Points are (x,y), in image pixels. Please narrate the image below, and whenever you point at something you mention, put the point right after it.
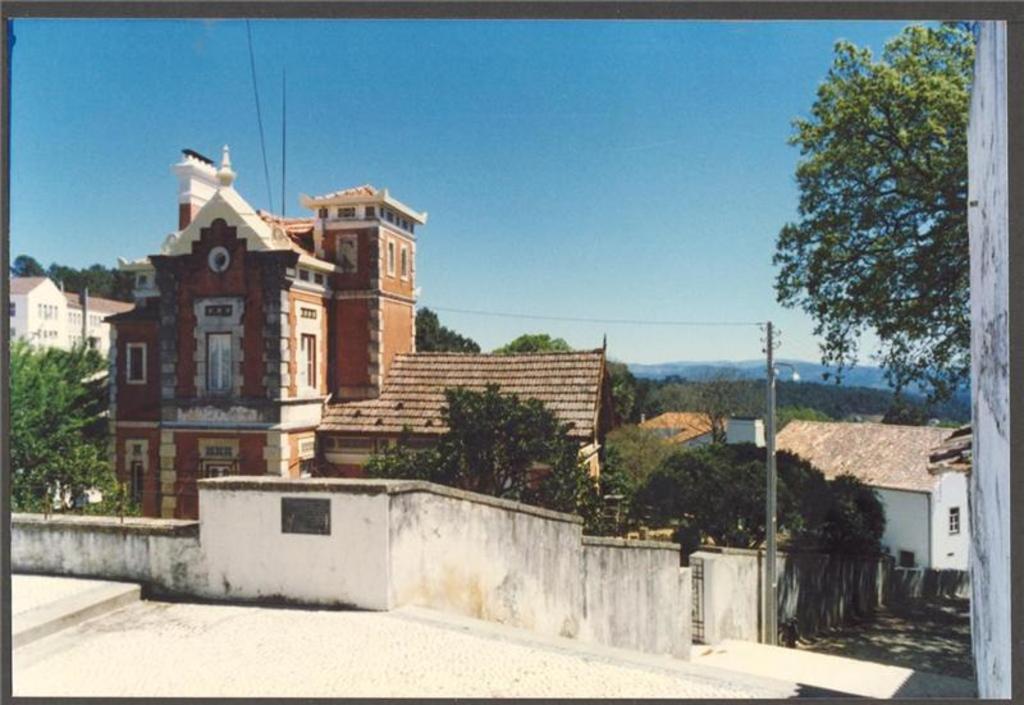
This looks like a current pole (770,487). These are the buildings (298,347) with windows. I can see the trees (709,476). I think these are the stairs (89,592). This is the wall (1009,443).
